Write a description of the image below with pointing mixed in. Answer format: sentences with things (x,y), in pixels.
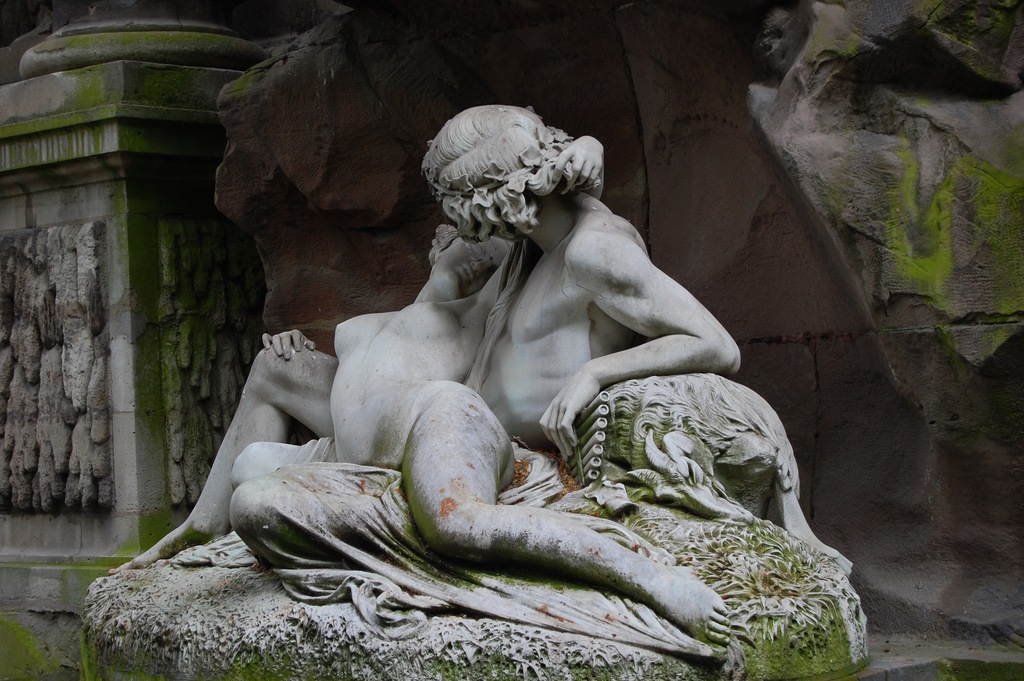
In this image I can see a statue (453,434) of two persons (443,428) which is green and white in color. In the background (650,93) I can see a huge rock (648,112) and a pillar (77,264) which is ash and green in color.
